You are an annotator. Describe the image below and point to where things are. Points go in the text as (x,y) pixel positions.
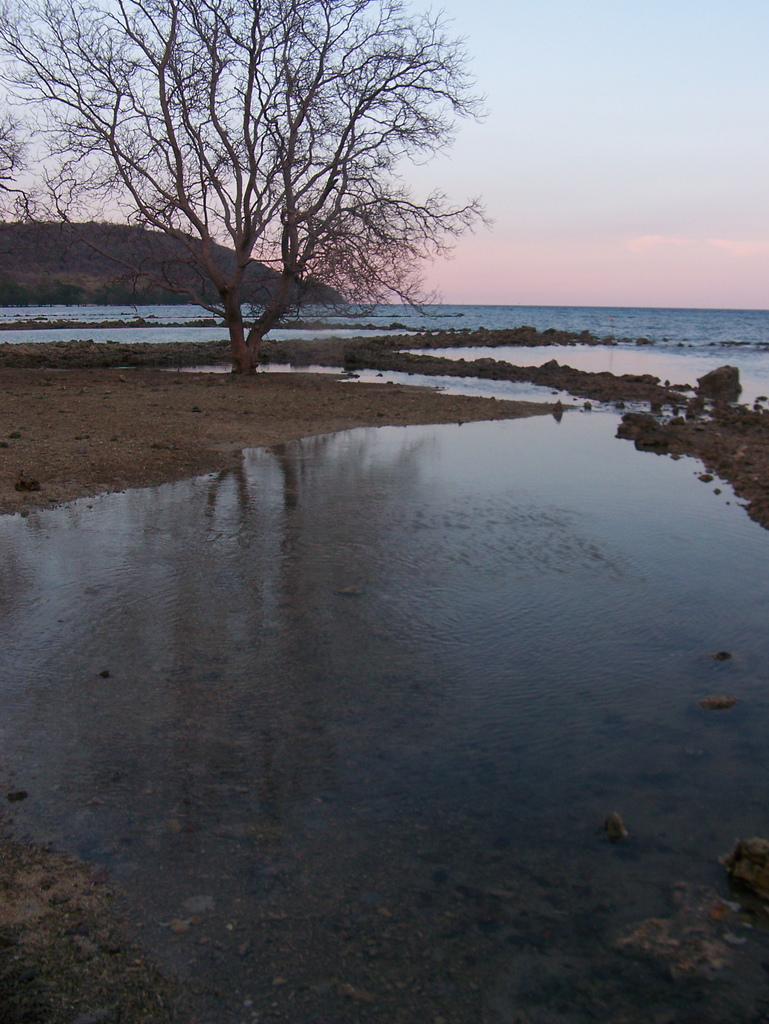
In this picture I see water (424,563) and Trees (246,361) on the left side (98,222) and a cloudy Sky (603,197).
